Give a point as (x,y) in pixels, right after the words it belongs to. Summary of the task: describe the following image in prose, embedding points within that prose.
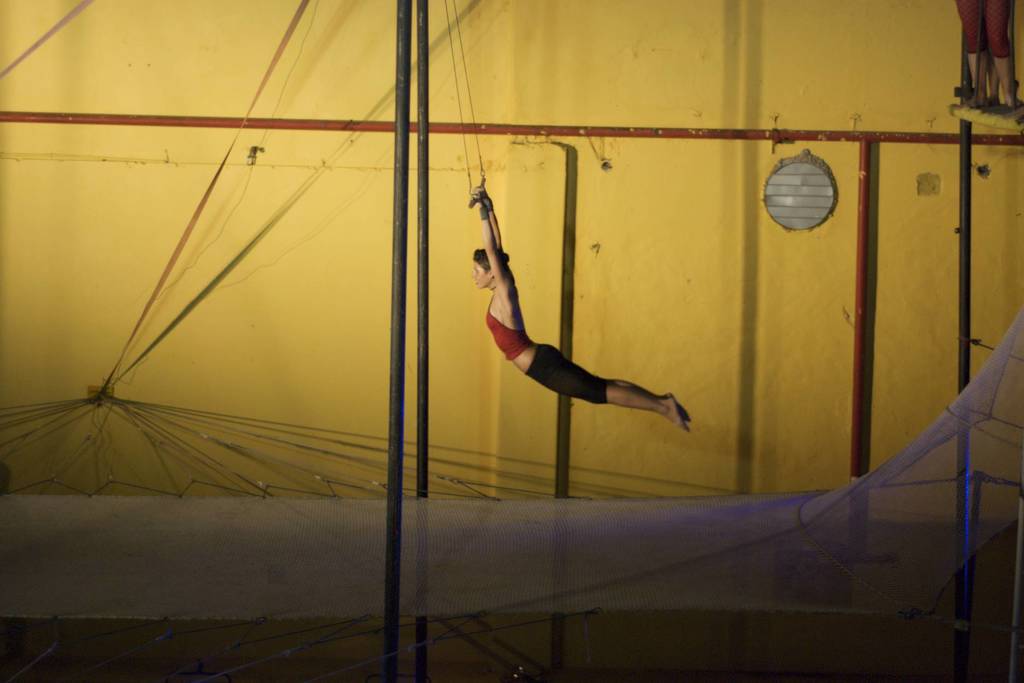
In this image we can see a woman (515,351) doing the exercise. At the bottom (129,578) we can see the net (613,582). In the background (613,335) we can see the wall (356,15) and some rods (423,108).
